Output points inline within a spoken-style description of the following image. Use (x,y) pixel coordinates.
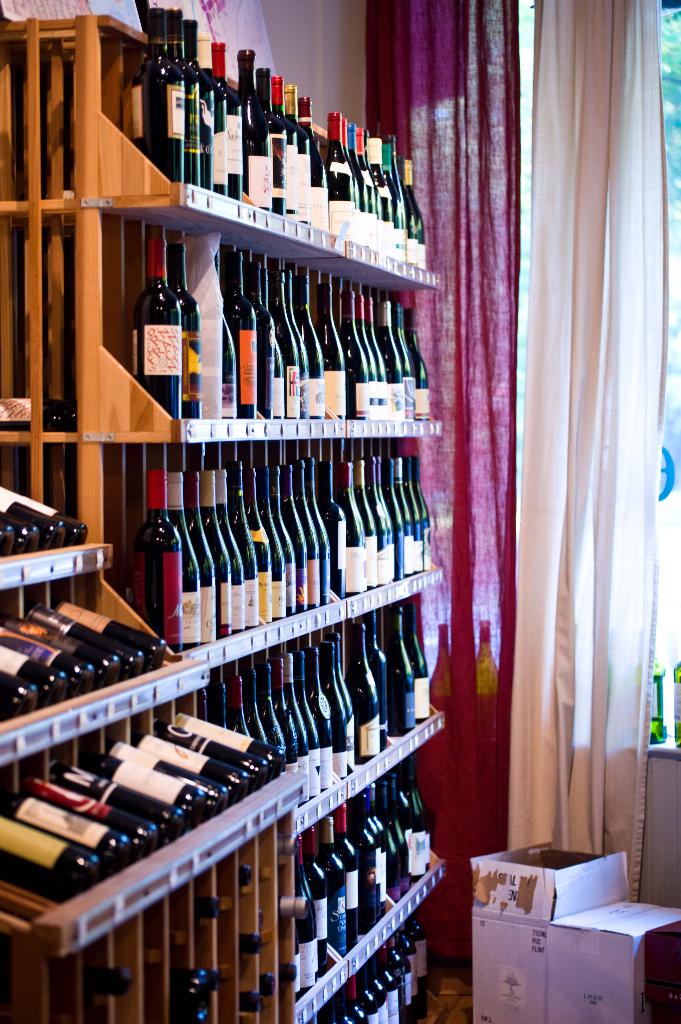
In this image, there are wine bottles (318,497) in the racks (260,810). In the bottom right corner of the image (613,998), I can see the cardboard boxes (504,960). Behind the curtains (543,618), I can see a window (668,129).
